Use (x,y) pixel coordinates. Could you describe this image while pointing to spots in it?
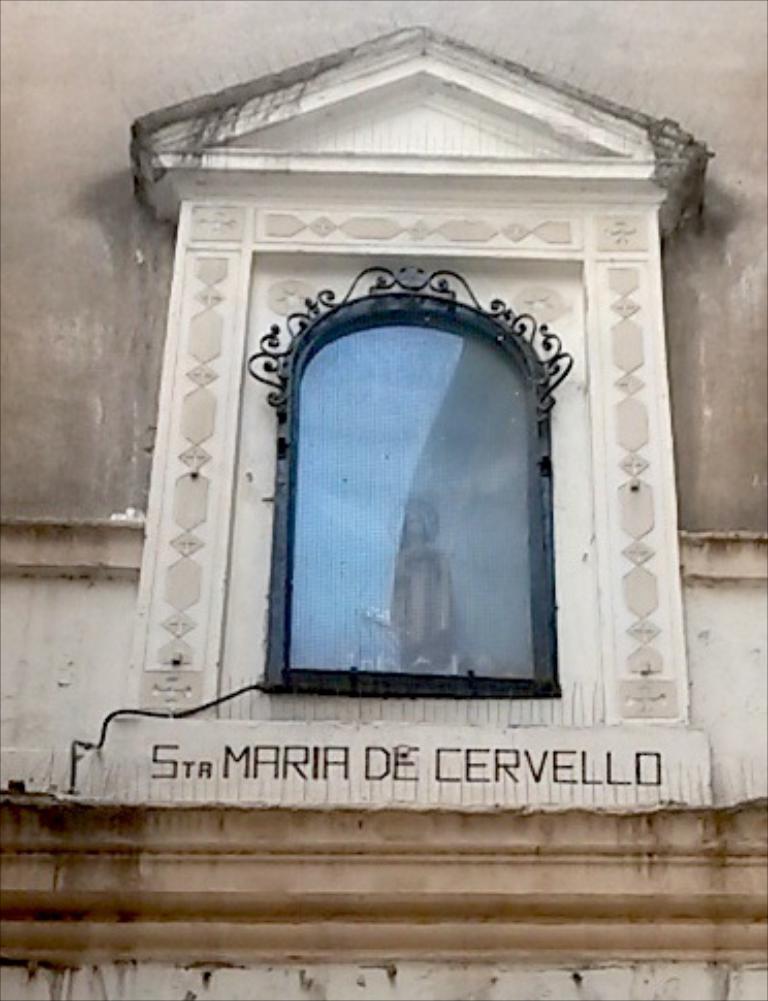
In the picture I can see a wall (516,737), a glass object (321,639), a sculpture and something written on the wall (542,794).
